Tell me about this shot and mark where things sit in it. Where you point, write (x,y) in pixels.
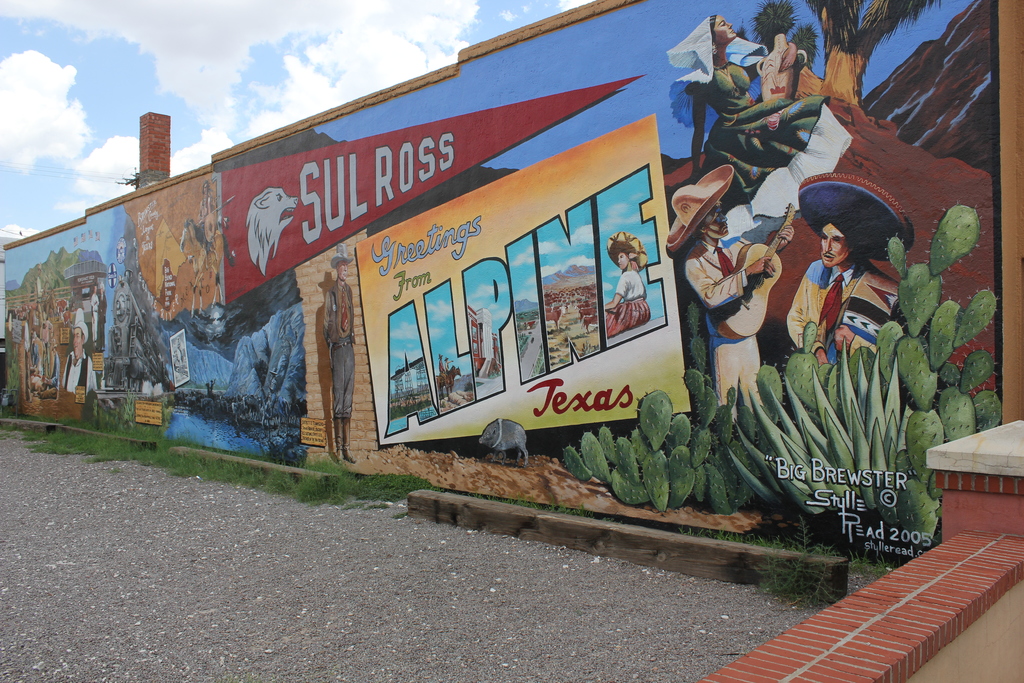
In this image, we can see a wall (798,171) which is painted and also some text (526,375) is written on it and at the end of the wall (560,459), we can see some small amount of grass (153,450) and there is also a road (567,557) and the sky (65,146) is blue in color and it is almost cloudy.
